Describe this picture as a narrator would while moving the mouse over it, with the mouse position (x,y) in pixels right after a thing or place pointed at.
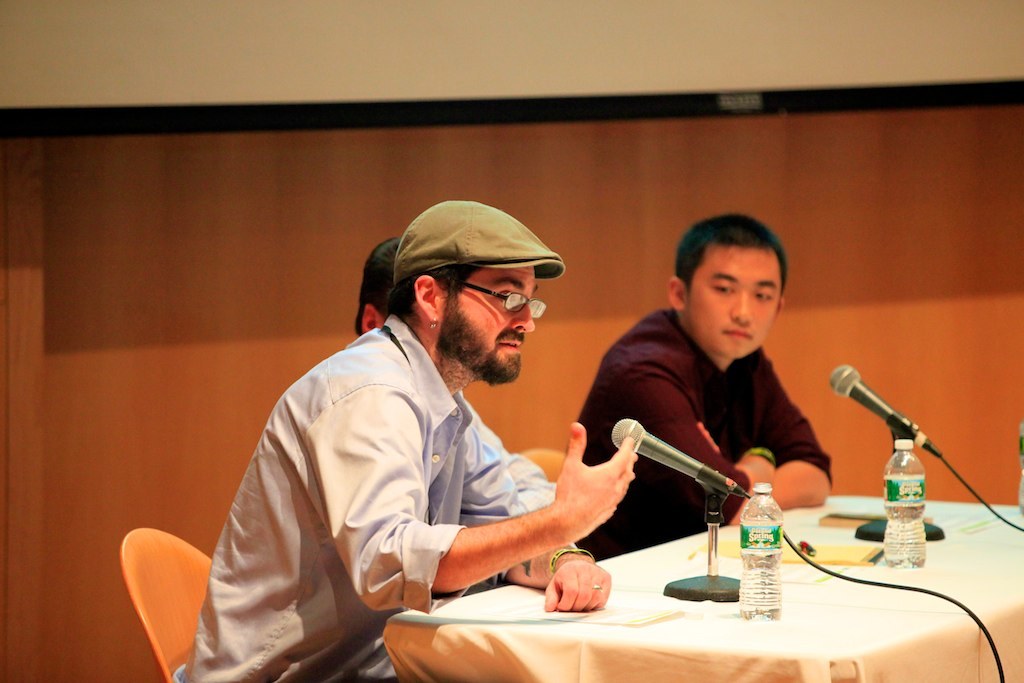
This picture is clicked inside a room (990,468). In front of the picture, we see a table (809,531) on which water bottle (774,538), book (825,551) and microphone (641,449) is placed. We see three people (584,495) in this picture. In the middle of the picture (648,352), we see a man (632,382) in brown shirt (698,398) is sitting on the chair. On the left side of the picture (277,558), we see man (304,480) in white shirt (373,470) who is wearing cap (555,275) and spectacles (510,293) is talking on microphone (616,433). Behind him, we see a wall (177,261) in brown color.
